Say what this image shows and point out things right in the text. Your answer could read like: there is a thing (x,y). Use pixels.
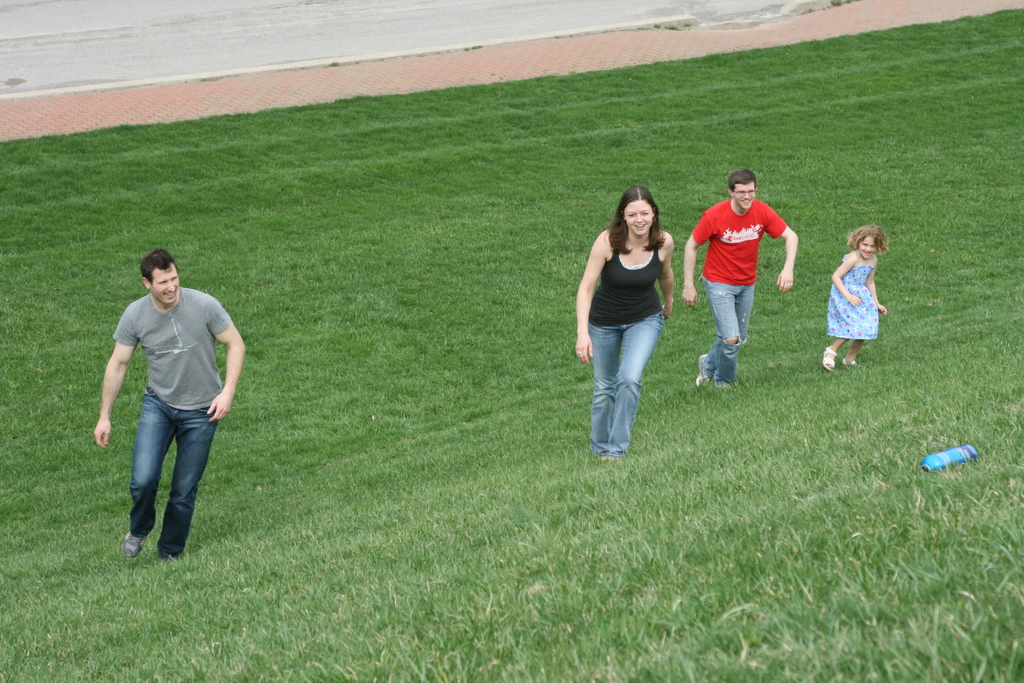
In this image, there are four people (600,301) smiling and walking. This is the grass (539,501), which is green in color. I think this is a bottle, which is lying on the grass (898,490). At the top of the image (330,86), that looks like a pathway (677,48).
